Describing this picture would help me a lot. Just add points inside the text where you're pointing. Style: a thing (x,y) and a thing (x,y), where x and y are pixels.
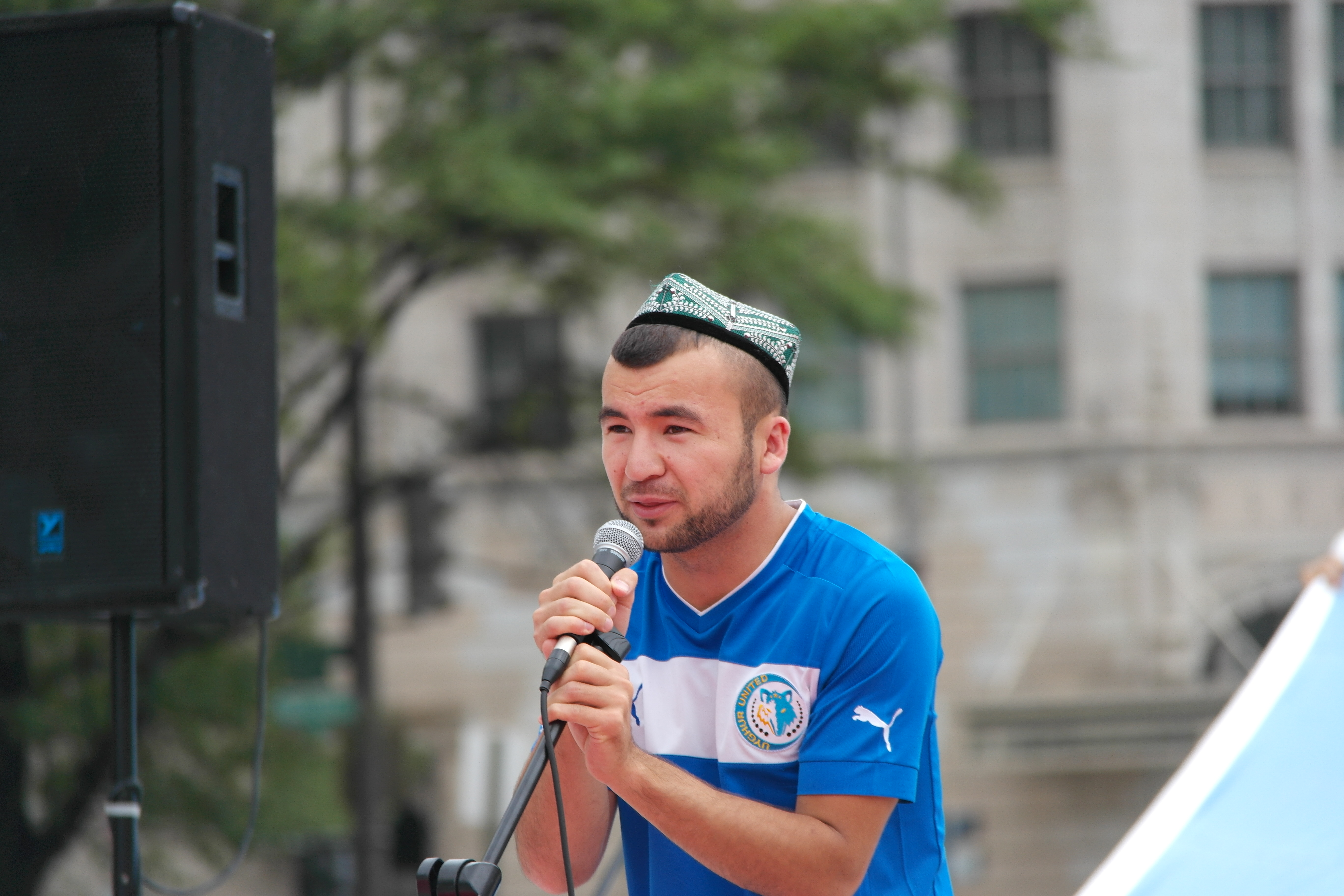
In this image in the center (698,472) there is one man (751,689) who is holding a mike (600,542) it seems that he is singing, and on the left side (90,374) there is one speaker (149,243) and on the background (482,340) there is a building (923,113) and trees (827,105) are there.
